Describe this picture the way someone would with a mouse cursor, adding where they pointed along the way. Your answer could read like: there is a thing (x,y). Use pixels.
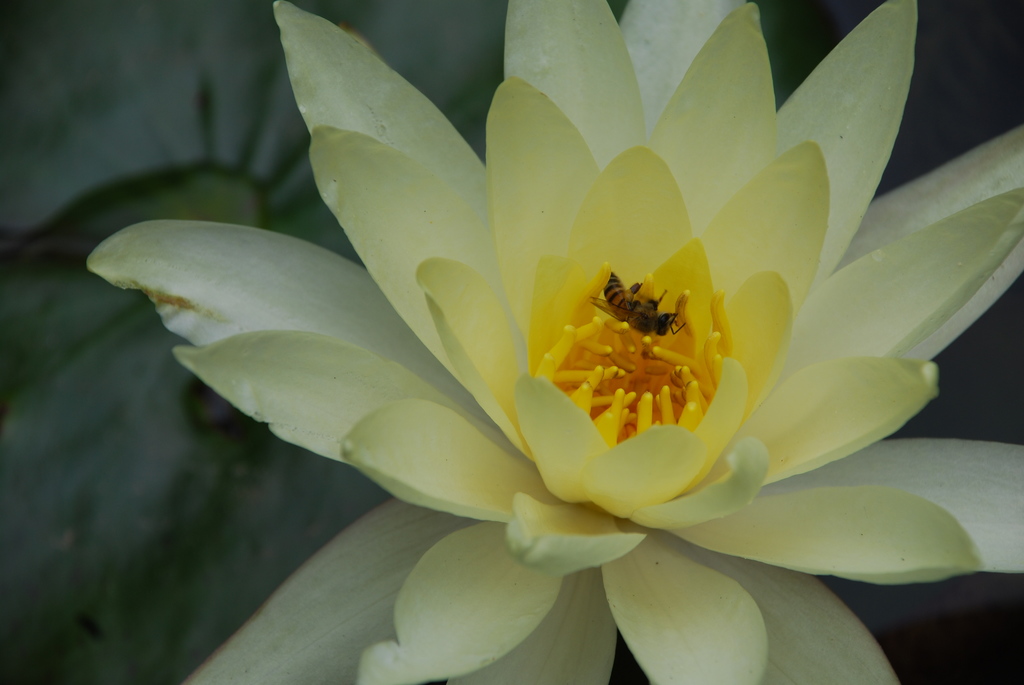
In this image I can see a white flower (634,479). I can also see an insect (644,307) on the flower (675,307).
